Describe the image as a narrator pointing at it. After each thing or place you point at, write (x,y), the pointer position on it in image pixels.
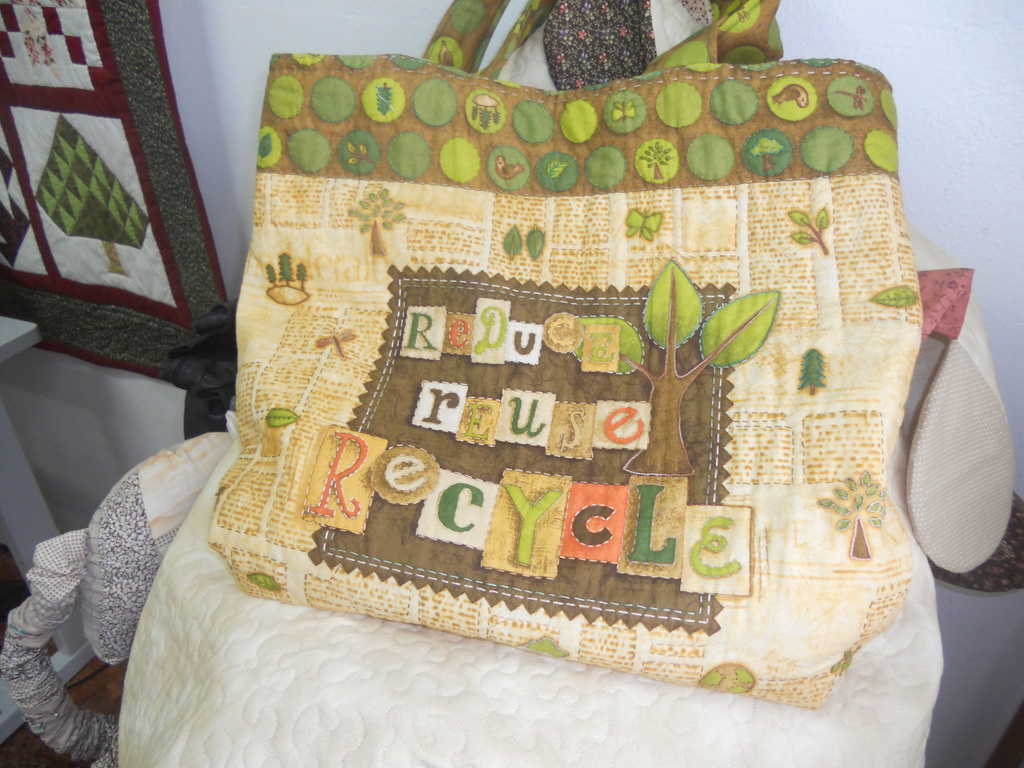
In this picture there is a bag (894,420) kept on a white cloth (277,643) and it has drawing (669,364) of tree (646,308) on earth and some leaves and butterflies (631,216).
